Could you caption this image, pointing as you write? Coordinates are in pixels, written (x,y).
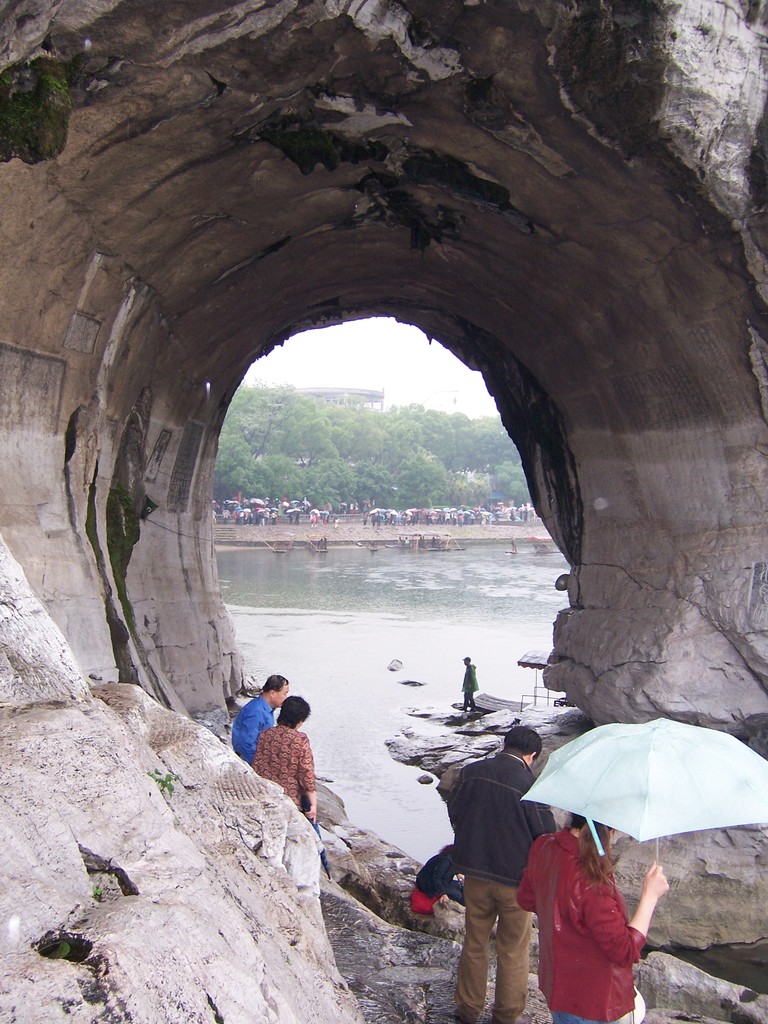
There are few persons (576,820) standing under a cave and there are trees (370,500), many people (378,514) and water (378,737) in the background (398,511).
